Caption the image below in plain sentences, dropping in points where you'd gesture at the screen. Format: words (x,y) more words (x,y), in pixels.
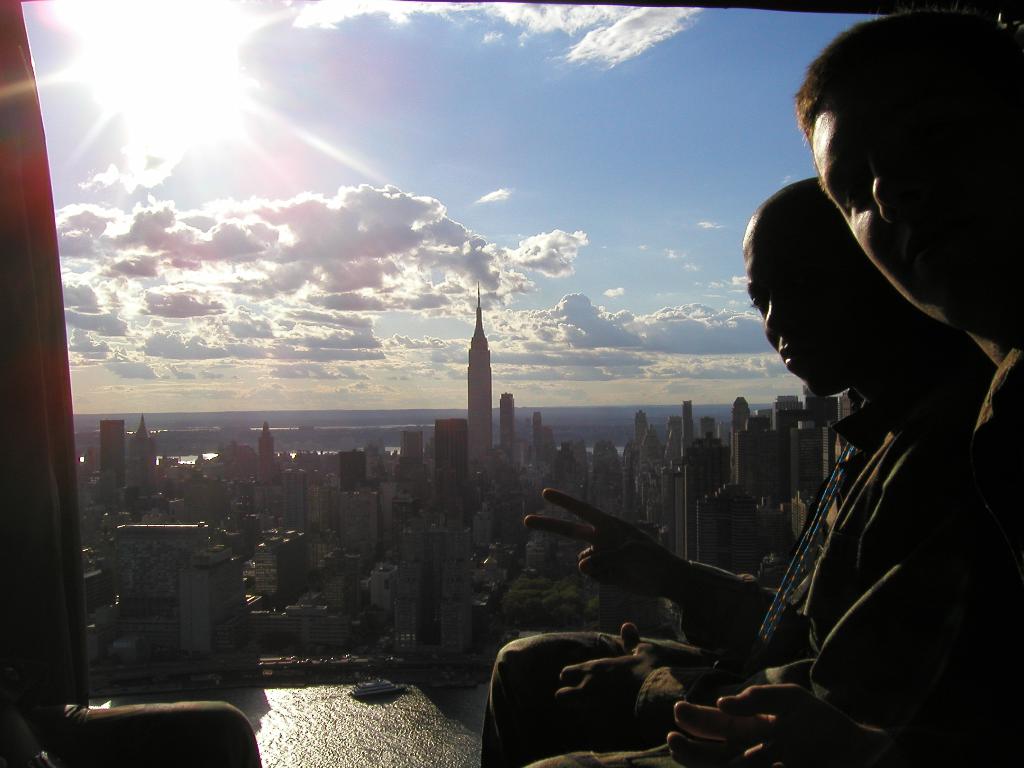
On the right side (903,446), we see two men (837,502) are sitting and they are posing. At the bottom (436,699), we see water (329,726) and this water (385,751) might be in the lake (321,697). There are buildings (379,507) in the background (540,474). At the top (552,195), we see the sky (635,163), clouds (385,221) and the sun (195,32).
